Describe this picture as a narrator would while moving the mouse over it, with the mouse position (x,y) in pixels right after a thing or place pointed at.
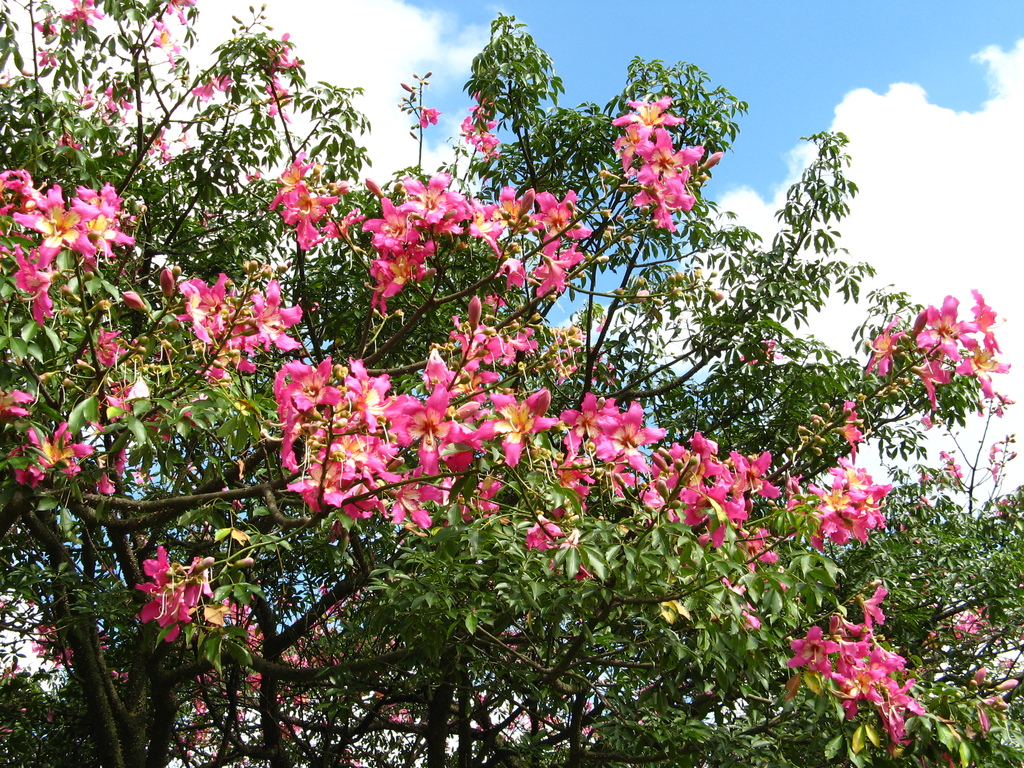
In this image we can see many branches (86,654) of a tree (60,644) and there are many flowers (506,409) and the background (865,100) is the sky (633,54).
